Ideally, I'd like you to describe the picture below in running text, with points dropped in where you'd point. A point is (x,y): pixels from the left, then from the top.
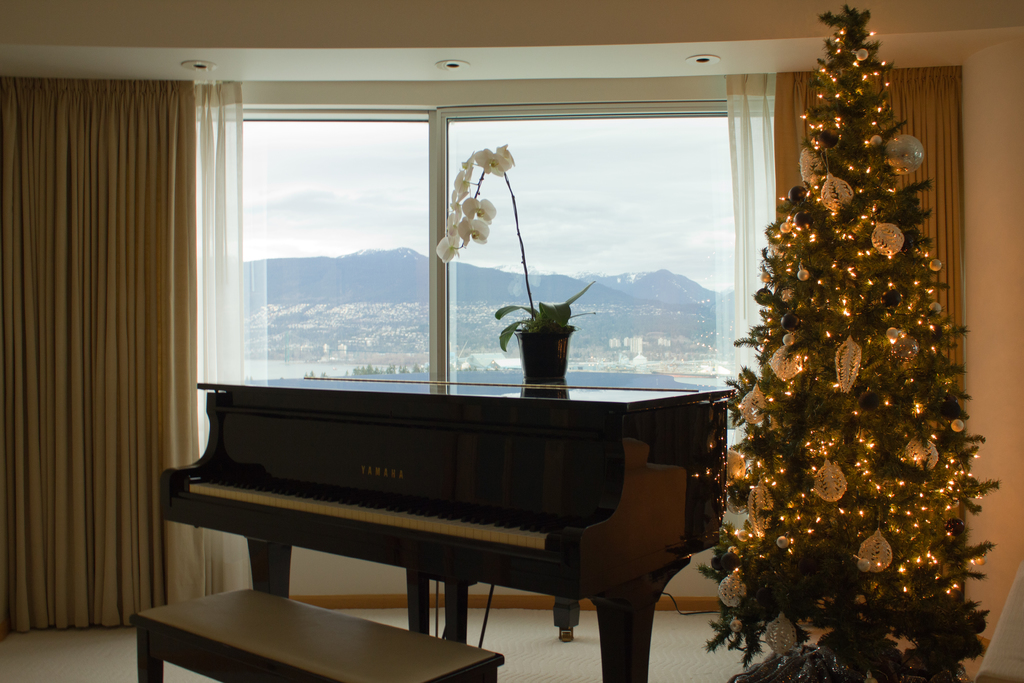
There is a room (302,399). There is a curtain (167,419), piano (413,423), flower vase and bench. We can see in the background (411,349) and there is a mountain (460,331), sky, trees (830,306).
